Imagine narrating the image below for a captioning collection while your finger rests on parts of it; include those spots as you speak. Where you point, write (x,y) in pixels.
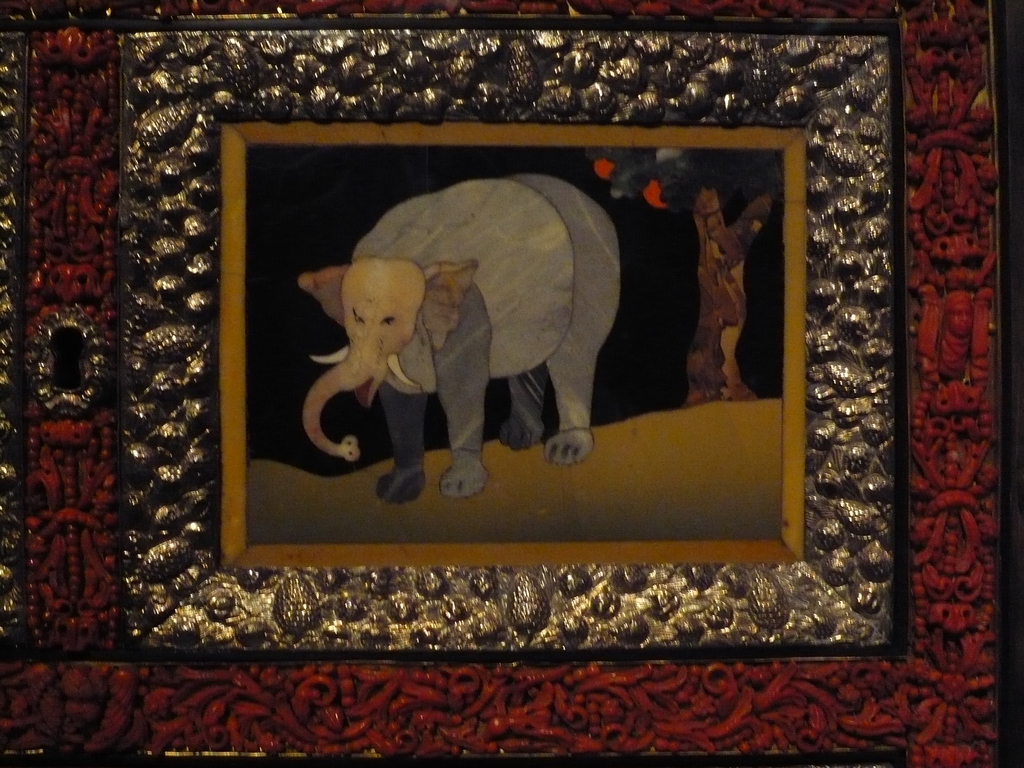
In this picture I can see there is a drawing (292,300) of a elephant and there is a tree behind the elephant (586,446) and there are fruits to the tree (685,176). This is kept in a photo frame (208,679) of gold and red color.
